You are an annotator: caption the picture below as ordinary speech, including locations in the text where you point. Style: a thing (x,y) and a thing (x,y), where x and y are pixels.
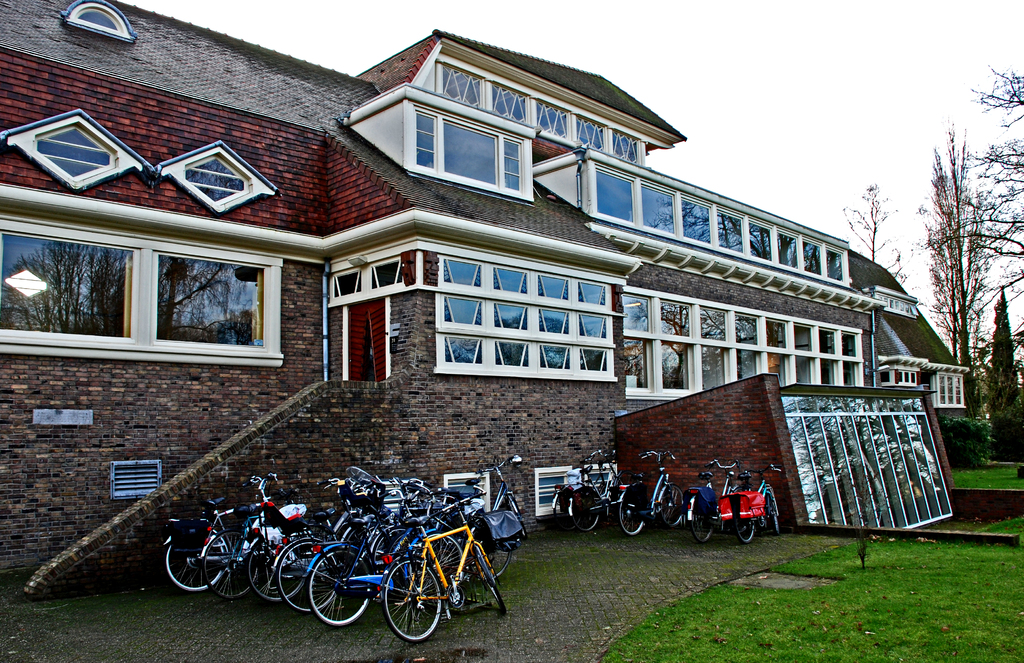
In the foreground of the image (585,582) we can see a group of cycles (680,500) with some bags (631,498) placed on the ground (525,593). In the center of the image (658,238) we can see a building (767,257) with windows (491,356), glass door (841,441) and the roof (901,343). On the right side of the image (871,626) we can see grass (898,623), plants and some trees (979,412). At the top of the image (900,89) we can see the sky (810,36).
